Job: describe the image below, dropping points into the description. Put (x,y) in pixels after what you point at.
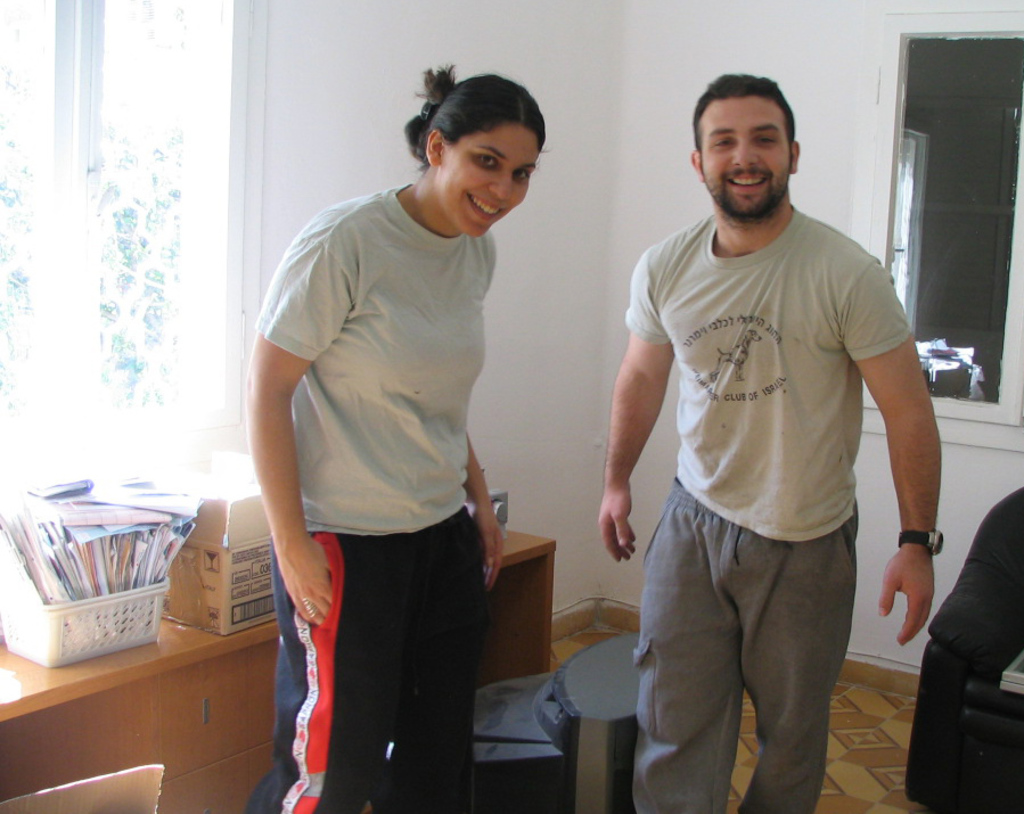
In this image I can see a woman (299,783) and a man (736,173) and are standing, I can also see smile (476,198) on their faces (740,198). In the background (209,557) I can see a box (218,561) and few papers (115,582) on this table (161,736).
